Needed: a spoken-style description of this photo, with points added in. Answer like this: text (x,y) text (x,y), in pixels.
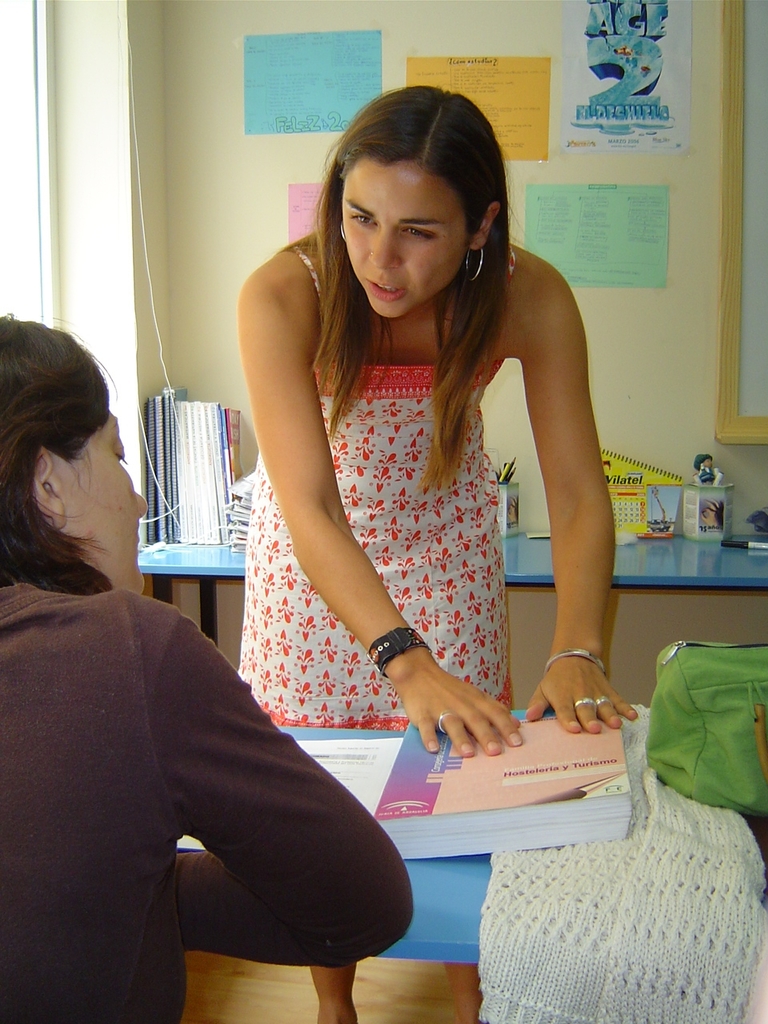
In this image there are two persons (300,584) and a lady person (336,458) wearing red color dress (428,600) bending down and at the background of the image (578,205) there are charts (631,49) pasted on the wall (596,178).
